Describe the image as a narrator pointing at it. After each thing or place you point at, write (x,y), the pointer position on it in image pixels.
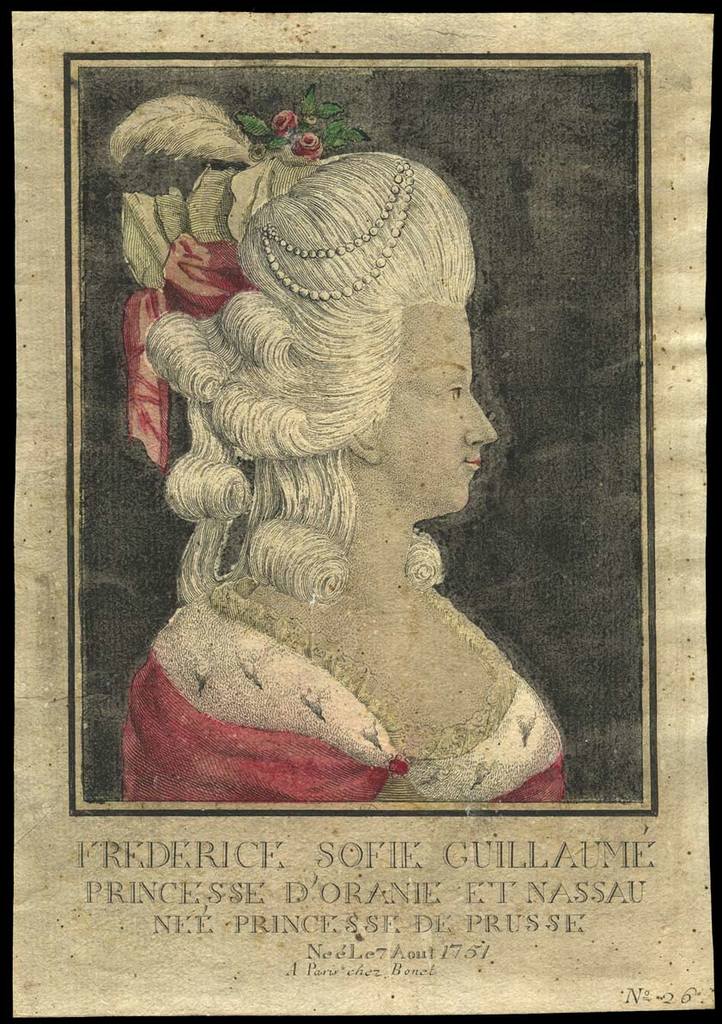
In the center of the image (277,599) we can see one poster (277,599). On the poster (399,522), we can see a painting (448,541) of a person (395,582) and we can see the person (382,539) is in red and white color costume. At the bottom of the image (95,864), we can see some text (92,855).
